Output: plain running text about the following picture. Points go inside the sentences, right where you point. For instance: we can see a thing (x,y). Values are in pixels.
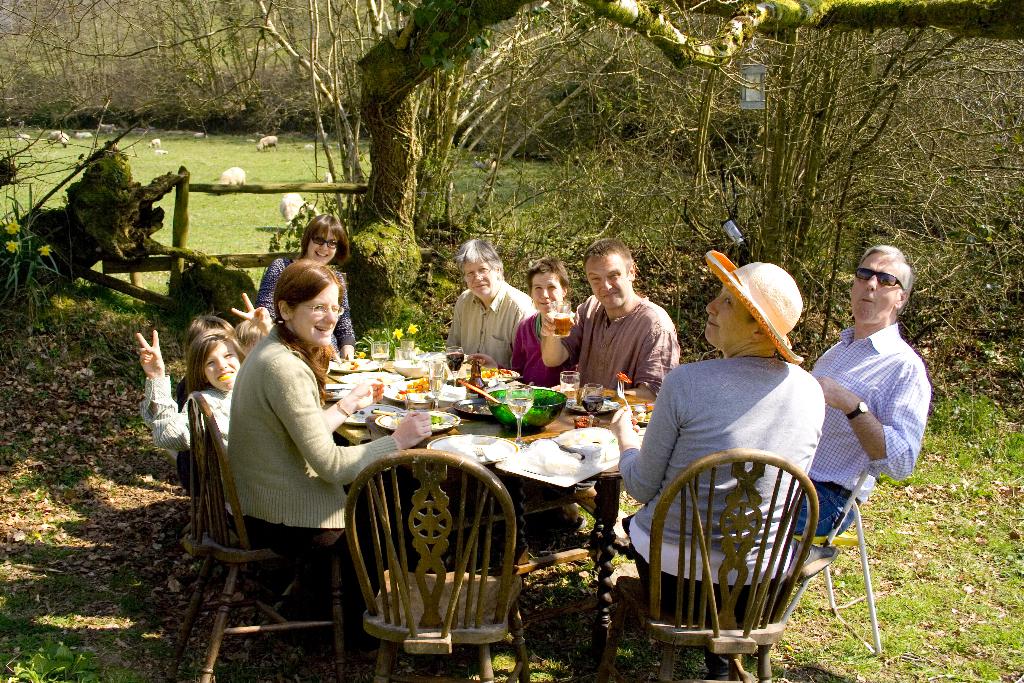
There is a group of people (472,275). They are sitting on a chairs (499,504). There is a table (600,584). There is a plate (580,441), bowl (532,424), glass (515,398), spoon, tissue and food items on a table (565,415). We can see in background (286,70) trees (217,69) and animals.
